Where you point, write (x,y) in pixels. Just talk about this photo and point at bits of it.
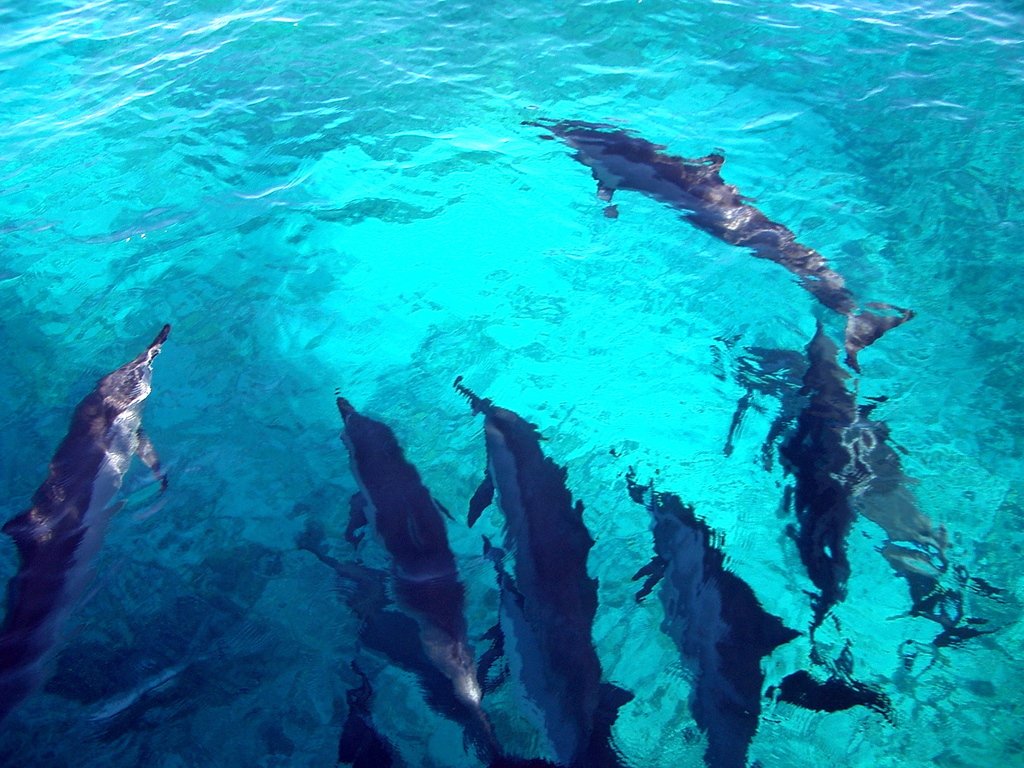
In this picture I can see dolphins (537,452) in the water (586,385). The water (416,362) is green in color.
